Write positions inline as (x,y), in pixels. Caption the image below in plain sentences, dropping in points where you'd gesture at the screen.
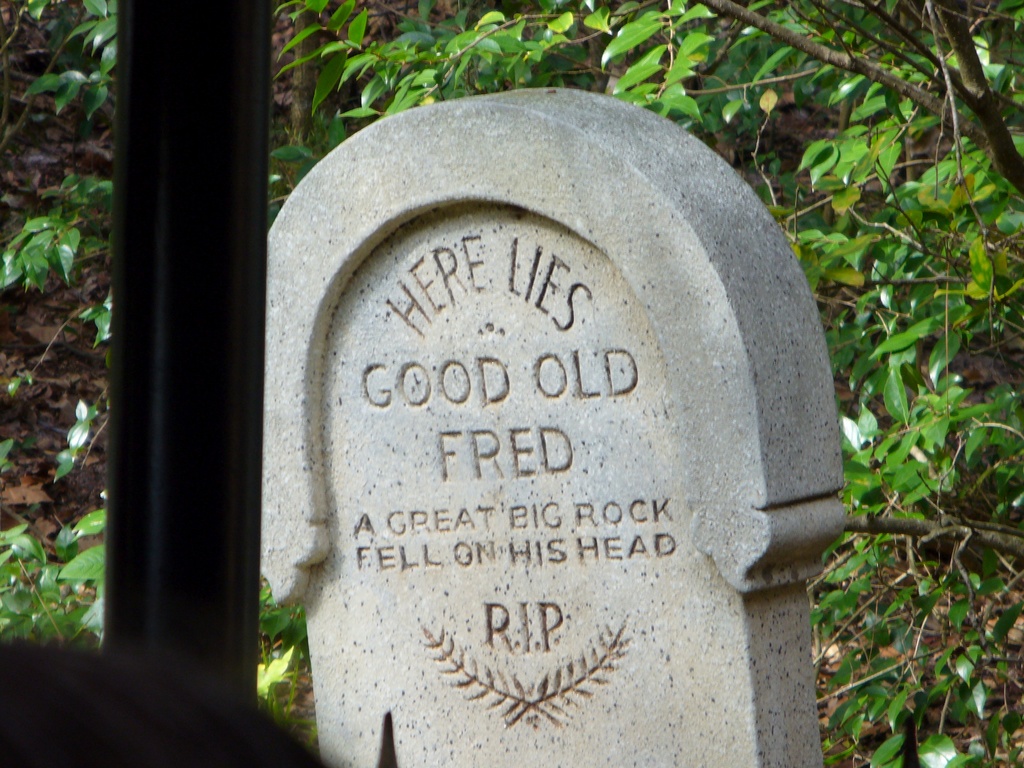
In the picture I can see a head stone (552,406) which has something written on it and there are few plants (748,115) behind it.
